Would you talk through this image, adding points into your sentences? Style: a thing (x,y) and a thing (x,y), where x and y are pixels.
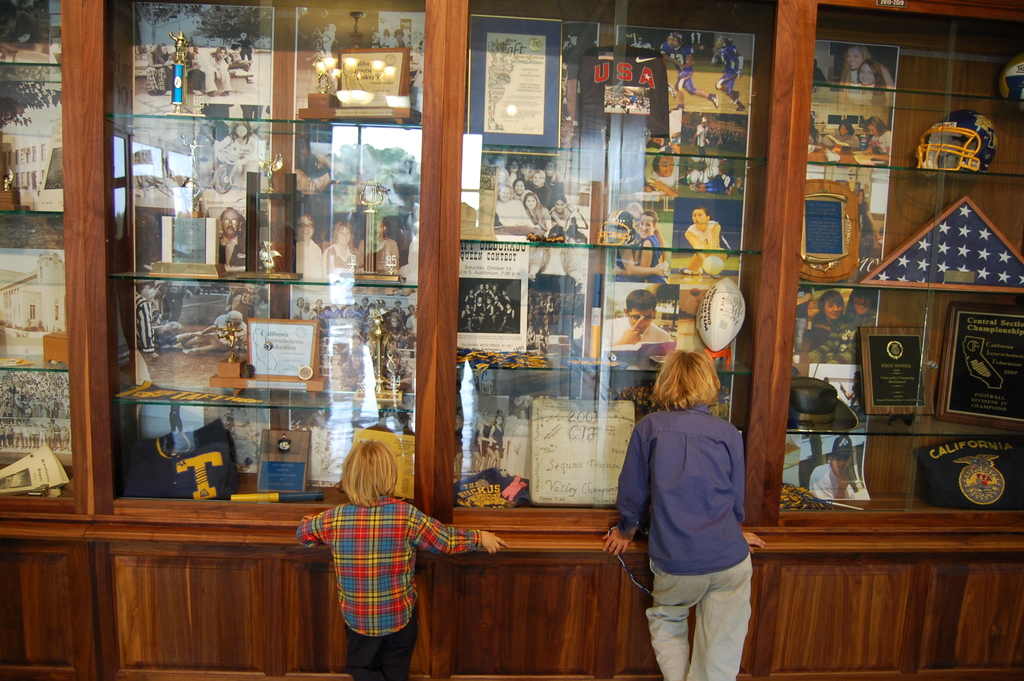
This image consists of shelves (112,82). In that there are so many frames (60,183) and cups (379,395). There are two kids (430,516) at the bottom (724,458).
